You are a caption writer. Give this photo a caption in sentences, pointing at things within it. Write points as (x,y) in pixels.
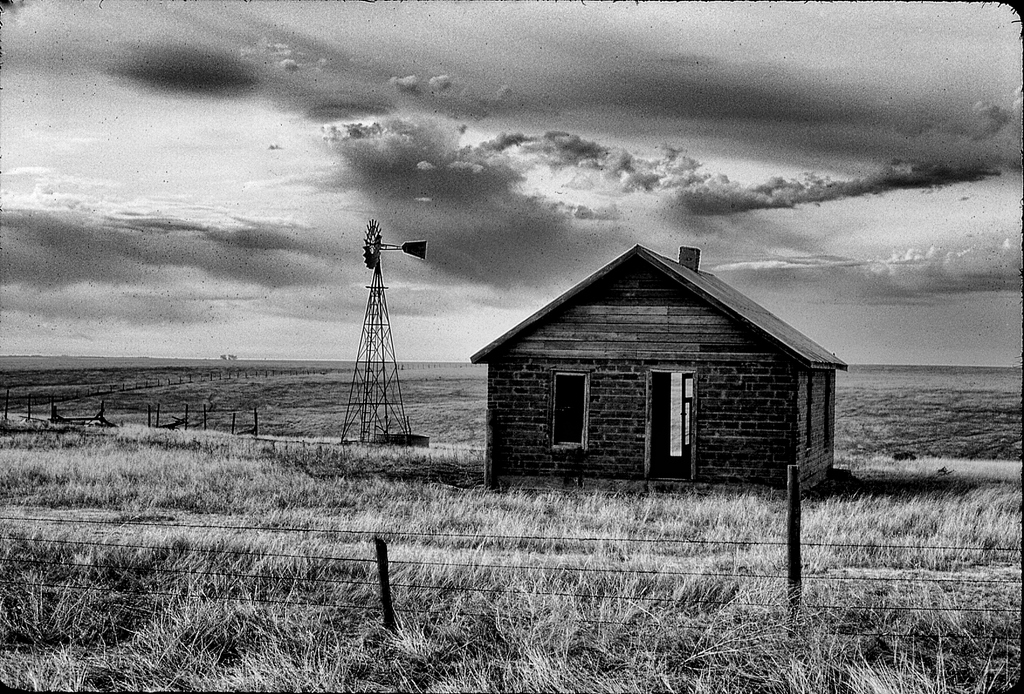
It is the black and white image in which there is a brick house (661,367) in the middle (649,428). On the left side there is a windmill (367,303). There is a fence (335,532) around the house (574,391). At the bottom (302,581) there is grass (377,510). At the top (706,65) there is the sky (689,62).
